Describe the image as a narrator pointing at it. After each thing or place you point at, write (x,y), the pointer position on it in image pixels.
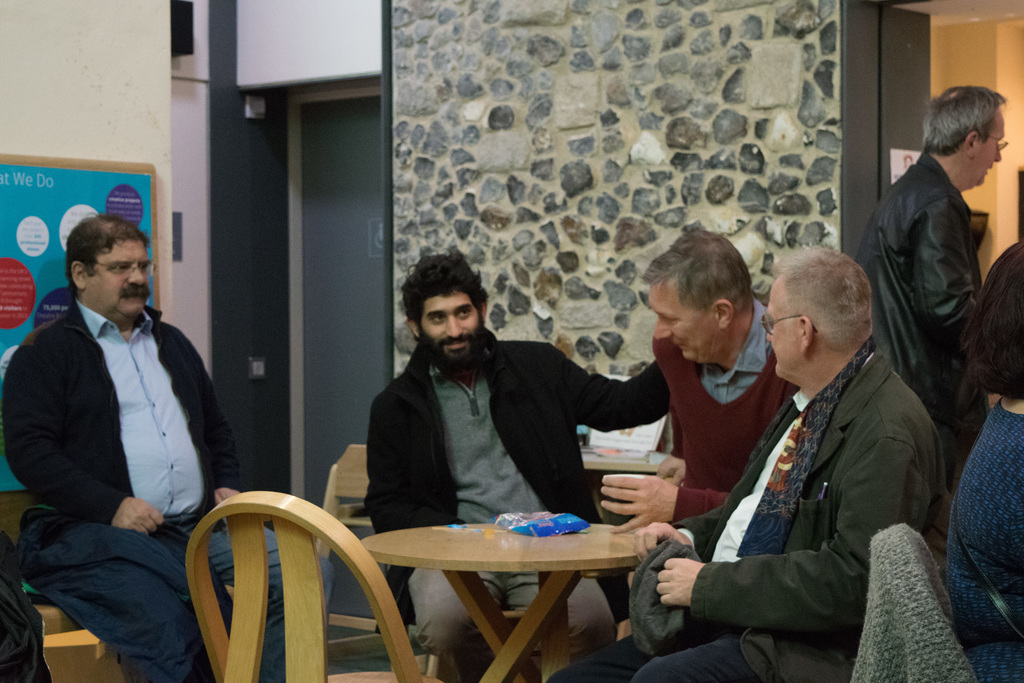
In this image there are group of people (424,348) sitting in chair (237,672) and background (592,257) there is wall (418,204), board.
